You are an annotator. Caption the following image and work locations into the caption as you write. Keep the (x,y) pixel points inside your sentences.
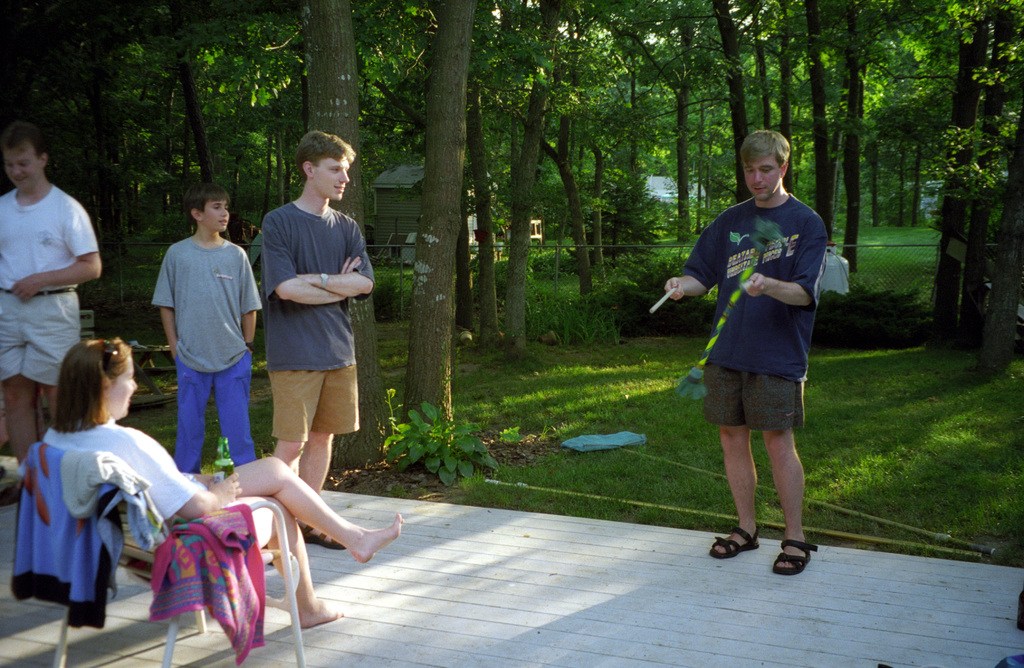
In this image a person (776,402) is standing on the floor (743,640). He is holding sticks (658,307) in his hands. A person (223,489) holding a bottle (223,473) and she is sitting on the chair (114,515) having few clothes (147,536) on it. Beside few persons (221,284) are standing on the floor (582,591). There is grassland (529,419) having a fence (602,247). Behind there is a house (391,216). Background there are few plants (850,315) and trees (484,266).
